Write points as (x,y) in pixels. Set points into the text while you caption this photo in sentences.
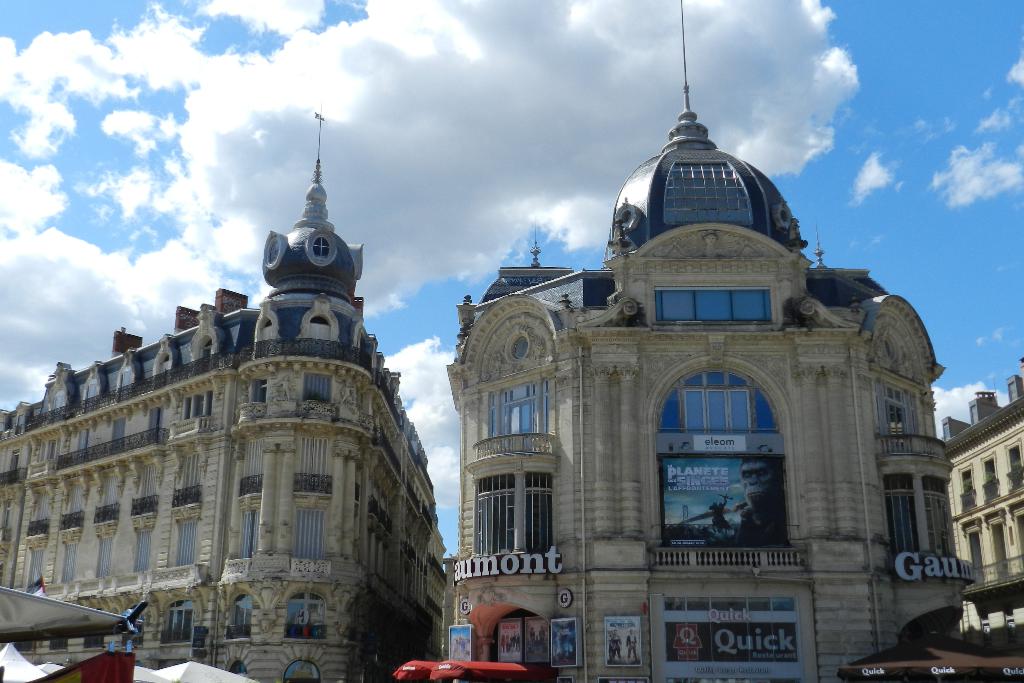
In this image we can see buildings (343,471) with pillars (625,493) and windows (738,397). Also there are banners (779,628). In the background (413,113) there is sky (390,105) with clouds (580,73). At the bottom (106,621) there are some objects (123,616).
